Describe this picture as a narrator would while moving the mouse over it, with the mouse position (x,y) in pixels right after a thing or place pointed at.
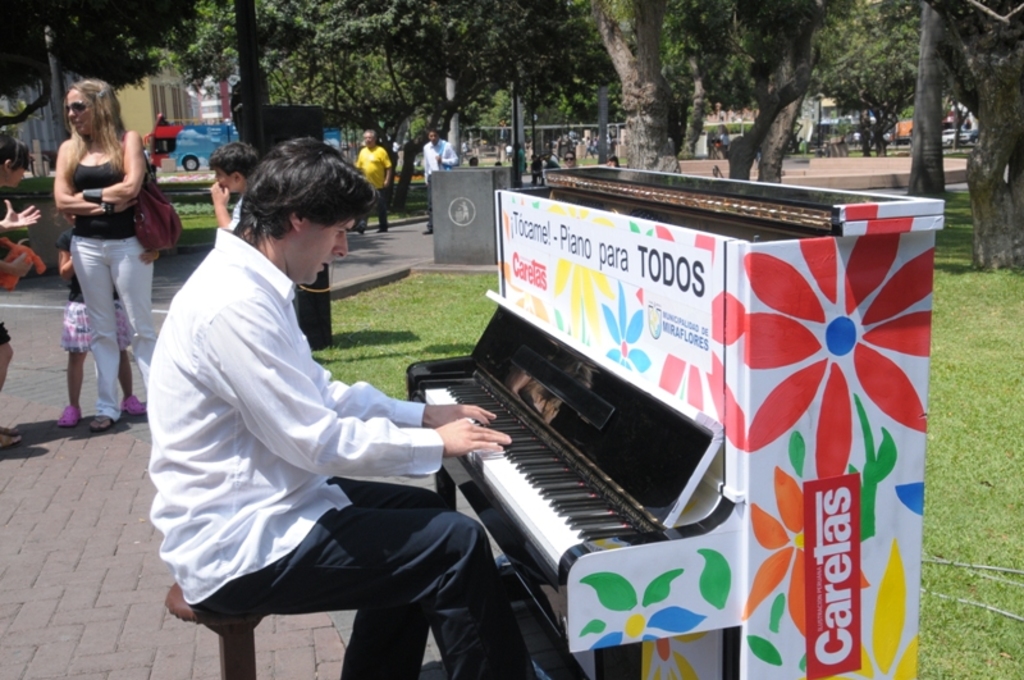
In this picture a person (233,459) is sitting on a stool (233,614) is playing a piano (656,482) on the path (90,553). A woman (118,174) at the left side of image (124,186) is standing and carrying a bag (149,239). There is a kid (73,359) behind to her. There is a vehicle (162,148) and building (224,107) at back (193,164) side of her. Two persons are walking on the road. There is a grassy land (443,291) on both sides of the road (168,261). Few trees (874,134) and person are at the background of the image (524,164).
